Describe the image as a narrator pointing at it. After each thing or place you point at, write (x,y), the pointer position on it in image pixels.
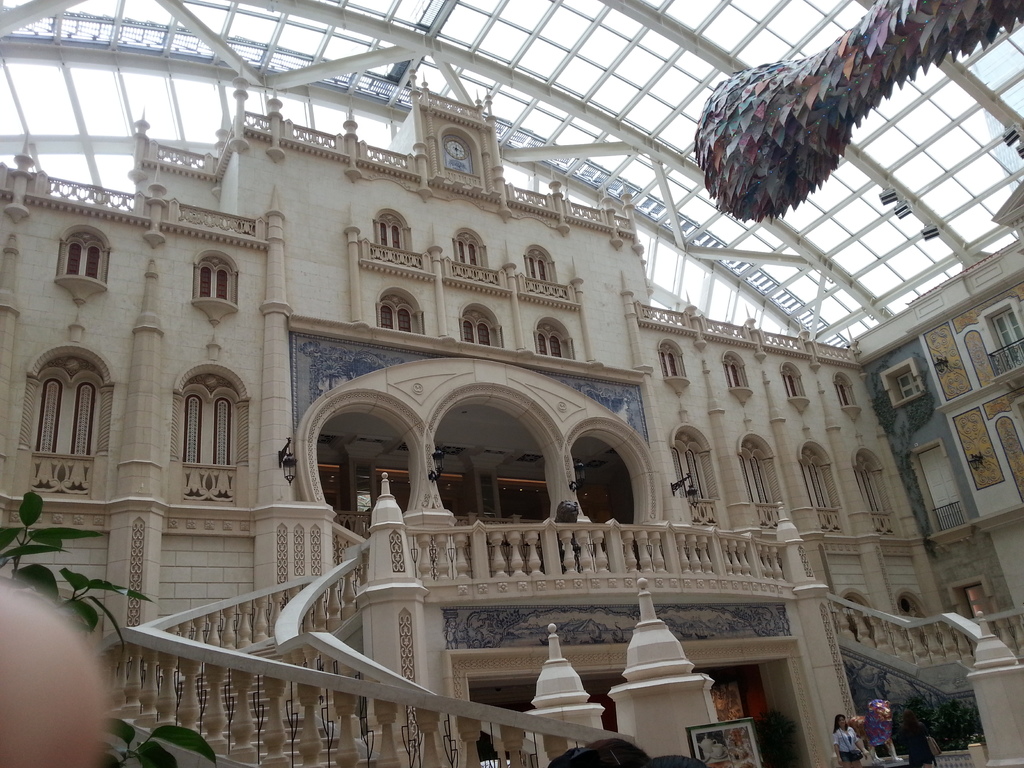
In this image we can see a building (434,414), roof (11,61), pillars (1010,678), windows (958,583), leaves (112,763), staircases (362,668), frame (716,746), people (839,751), and few objects (954,8).
